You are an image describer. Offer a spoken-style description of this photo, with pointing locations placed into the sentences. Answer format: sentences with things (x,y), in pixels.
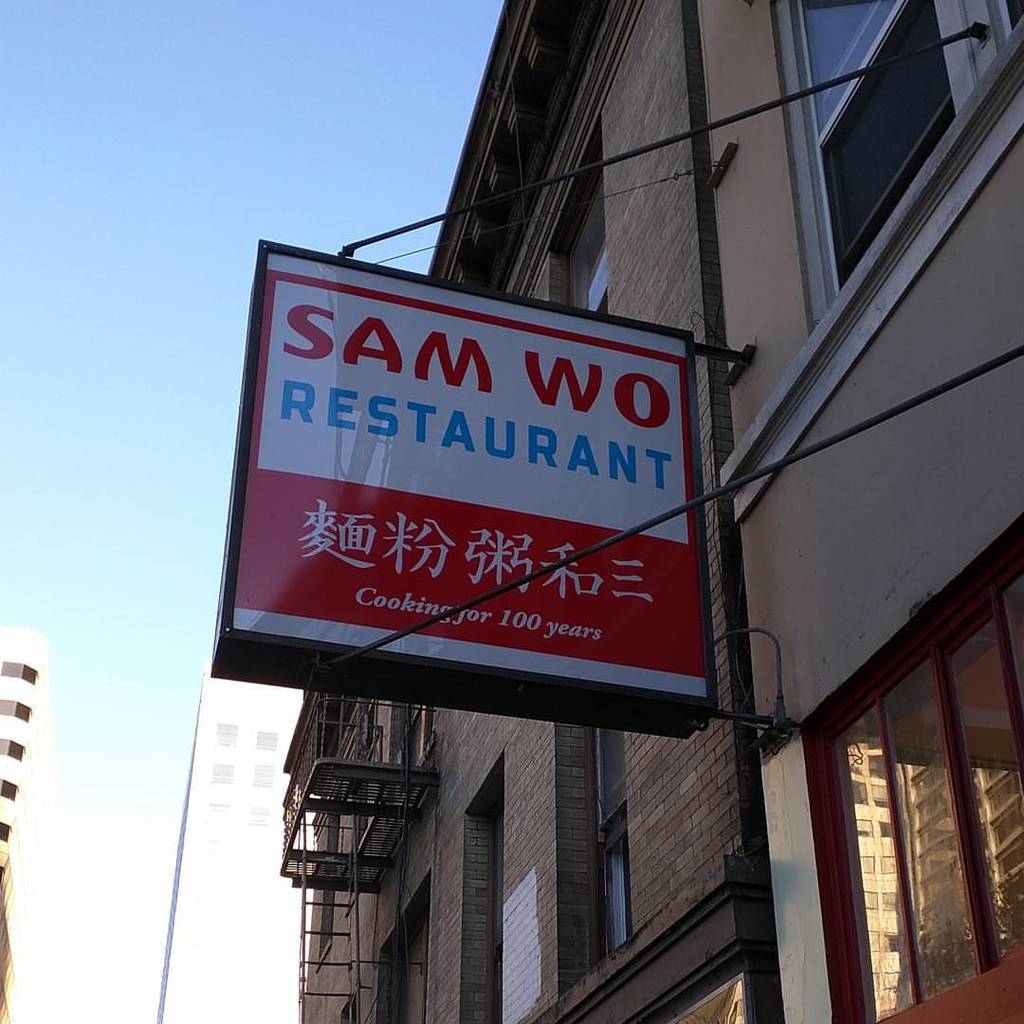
In this image we can see a restaurant banner (438,532) and so many buildings (601,840).
